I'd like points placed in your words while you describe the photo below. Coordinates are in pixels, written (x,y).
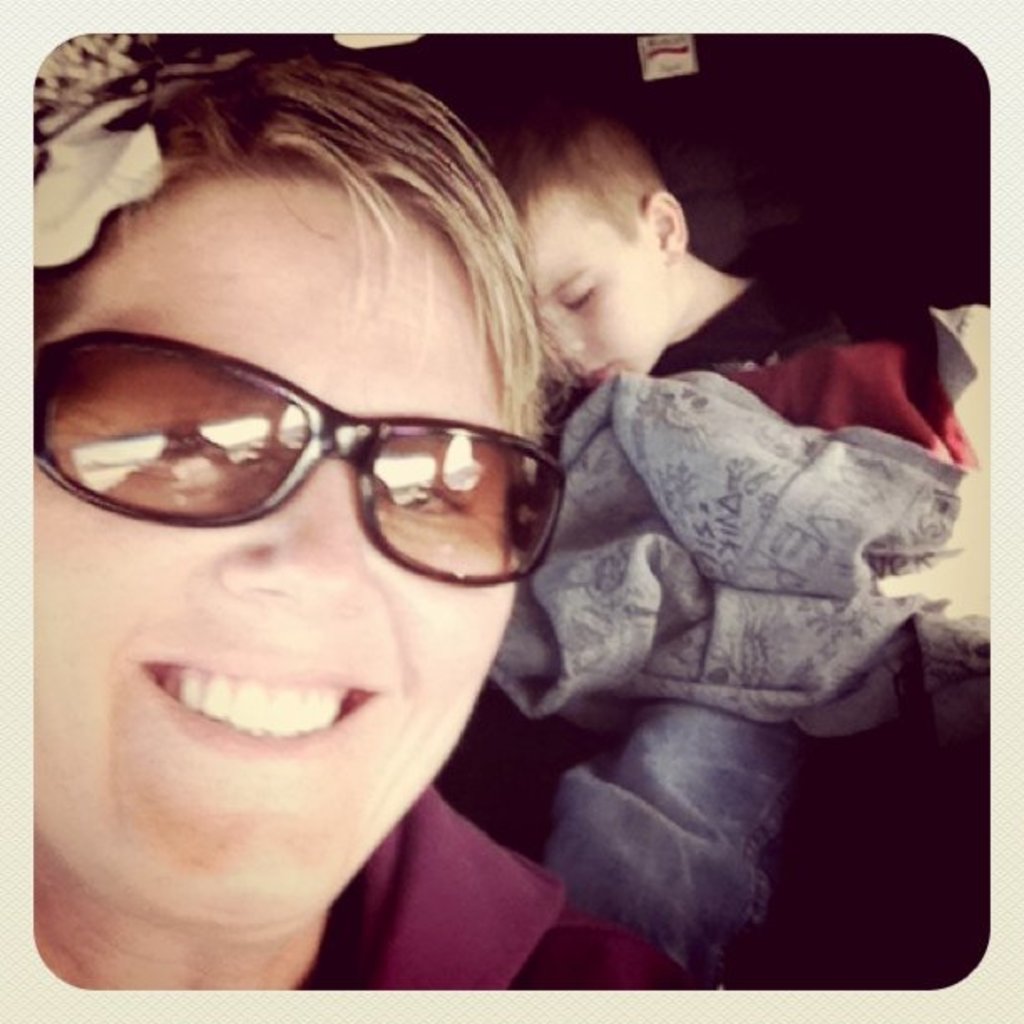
This is a photo and here we can see a person (209,306) wearing glasses (213,353) and there is a kid (675,362) and we can see a cloth (671,517).
